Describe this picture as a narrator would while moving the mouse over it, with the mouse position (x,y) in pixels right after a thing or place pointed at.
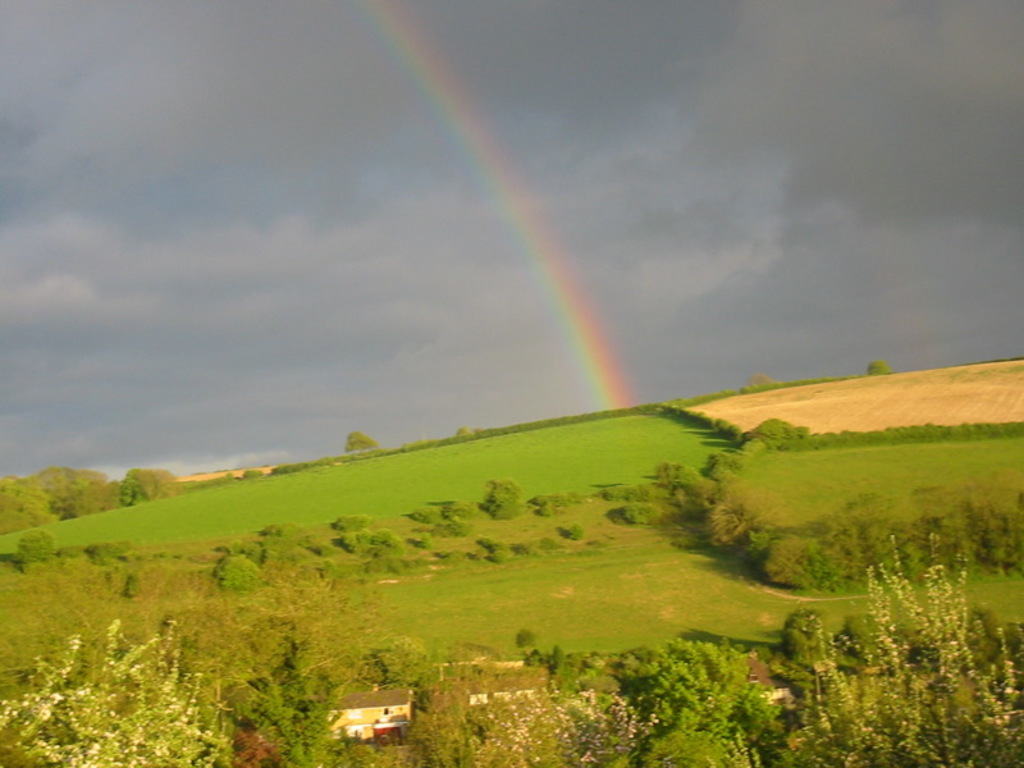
In the picture I can see trees (320,641), plants (510,750), the grass (468,588), houses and some other objects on the ground (409,579). In the background (364,241) I can see the sky (341,283) and the rainbow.
